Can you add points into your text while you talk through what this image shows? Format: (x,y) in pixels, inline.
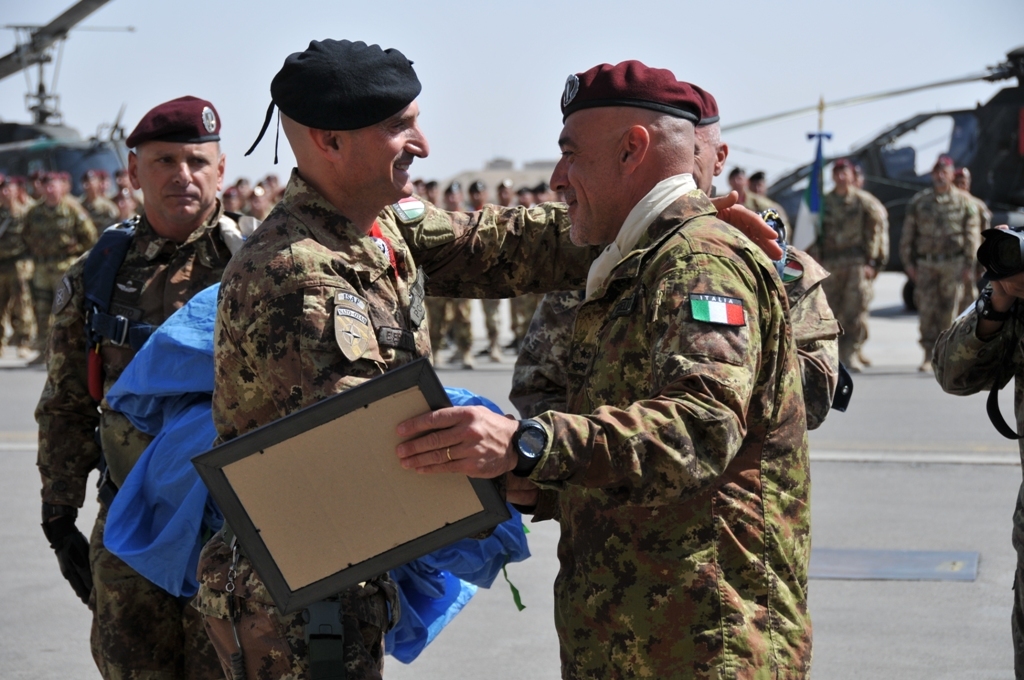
In the middle of the image (434,232), there are two persons (375,216) in uniform (301,209), smiling and shaking hands (528,493). On the right side (1021,277), there is another person (982,298). On the left side (66,375), there is a person (60,388) wearing a cap (166,131) and standing. In the background (68,179), there are persons (857,203) standing in the rows on the road (916,359), there are aircraft (893,209) and there is sky (722,107).
